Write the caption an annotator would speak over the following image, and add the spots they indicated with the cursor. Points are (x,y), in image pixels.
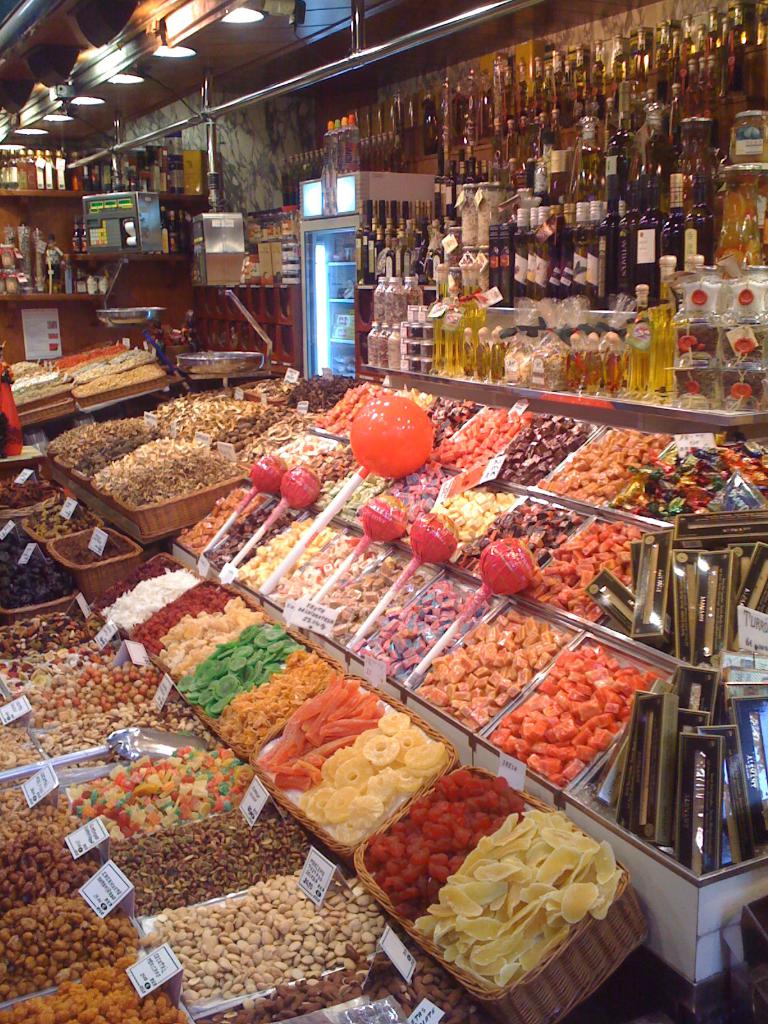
In this picture there are full of candies (131,614) placed in the trays (350,860). On the top (398,246), there are racks (635,131) filled with the bottles (612,202). On the top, there are lights (231,21).
